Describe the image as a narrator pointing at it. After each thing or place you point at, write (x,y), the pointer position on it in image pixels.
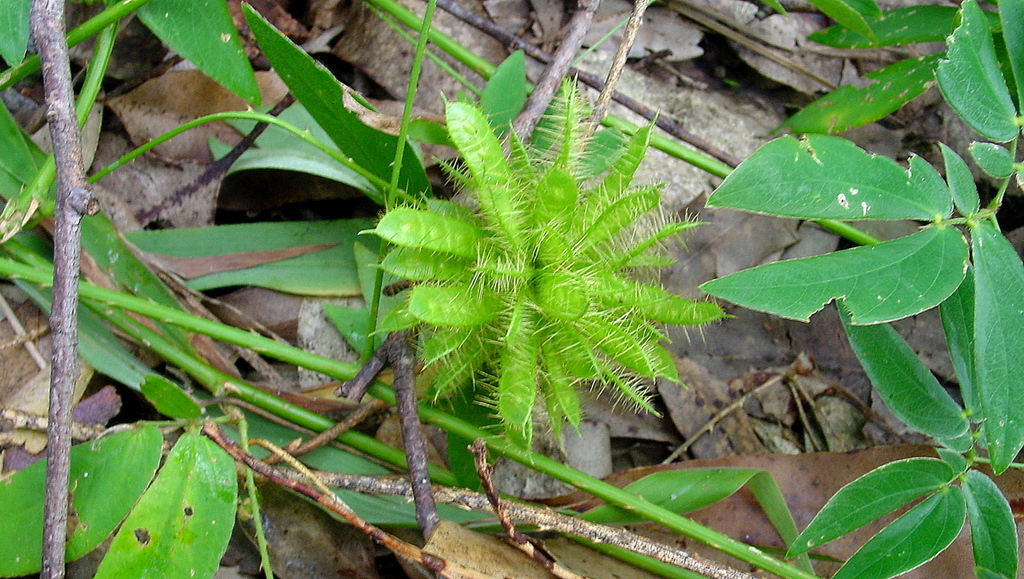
In this image in the center (599,326) there is one flower (568,254), and in the background (935,427) there are some plants (977,83) and some dry leaves (822,406).
